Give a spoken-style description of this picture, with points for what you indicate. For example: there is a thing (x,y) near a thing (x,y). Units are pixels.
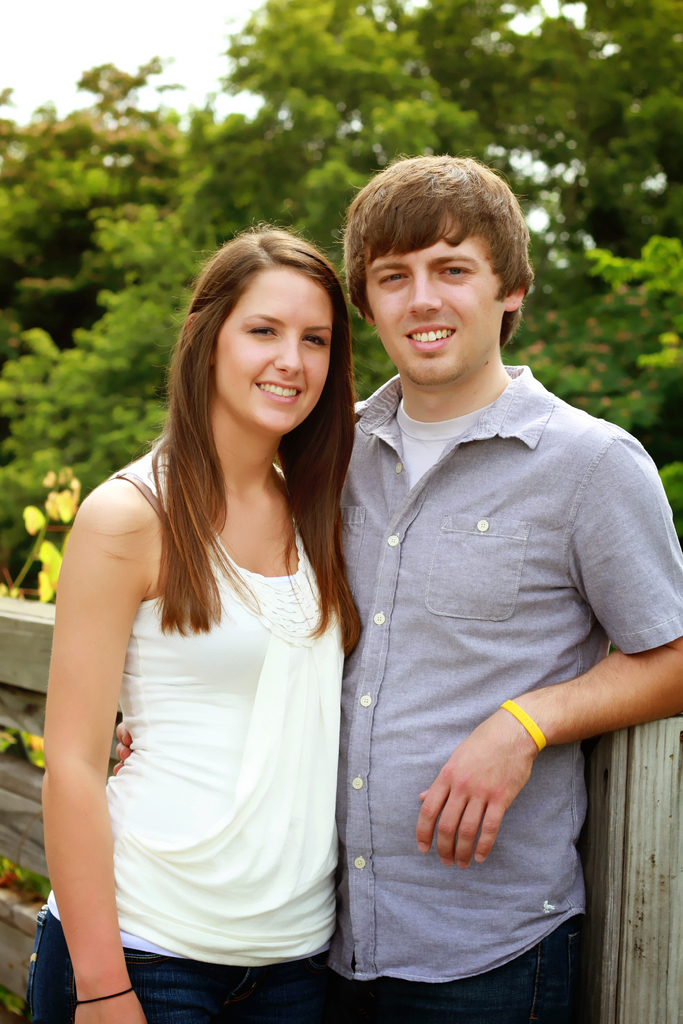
In this image I can see two persons (505,742) standing. In the background (49,571) I can see the fencing (26,636), few trees (194,231) in green color and the sky (101,42) is in white color.
